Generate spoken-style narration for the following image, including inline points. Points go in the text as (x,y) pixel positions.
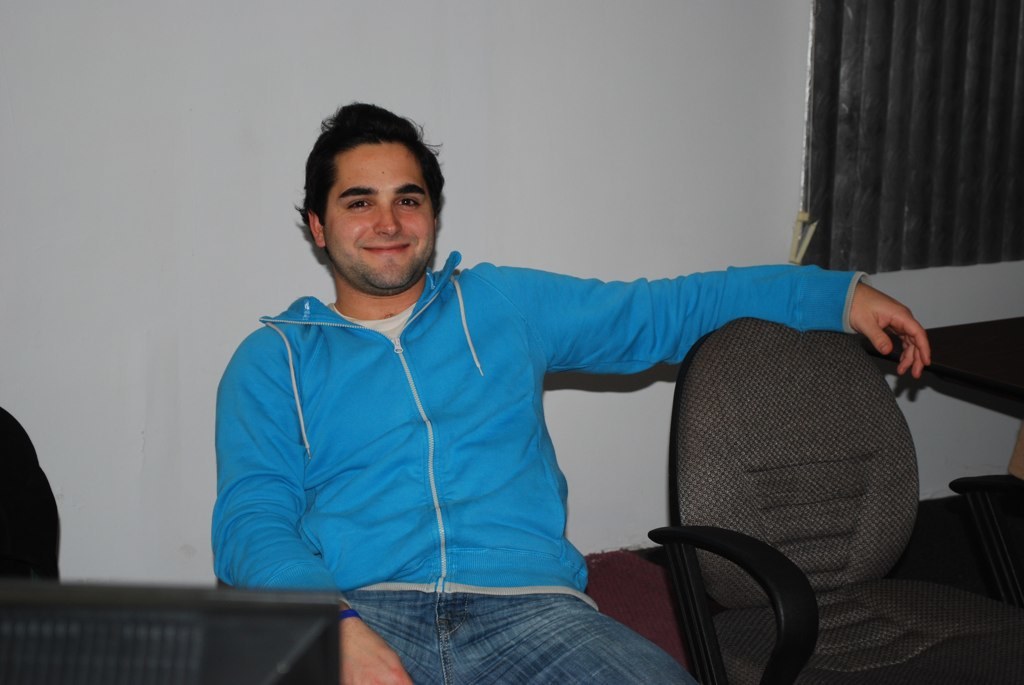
In this image I can see a person (492,435) is sitting on a chair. We can see another chair (895,508), table (964,357), wall (591,192) and objects (972,235).
